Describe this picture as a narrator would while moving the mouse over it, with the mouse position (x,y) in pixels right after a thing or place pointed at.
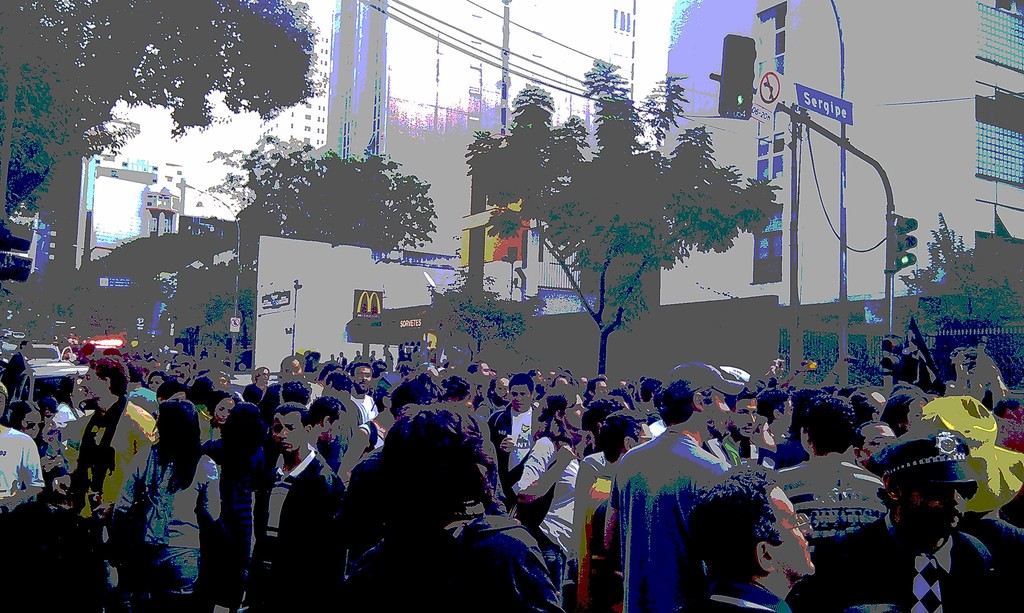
It is an edited image, there is a huge crowd (460,401) standing on the road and around the crowd (203,428) there are big buildings (831,179) and some trees (239,179).
